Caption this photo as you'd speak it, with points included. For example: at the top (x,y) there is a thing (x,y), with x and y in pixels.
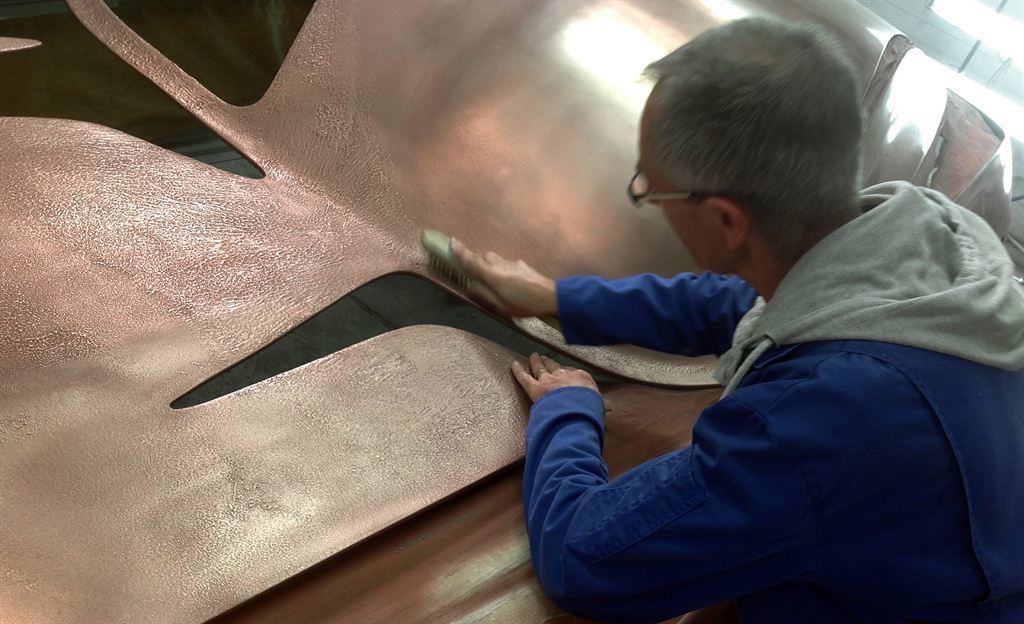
On the right side of the image (756,390), we can see a person (739,391) is brushing an object (393,259). Here we can see a surface (419,545). Right side (957,13) top corner, we can see light (988,40).
